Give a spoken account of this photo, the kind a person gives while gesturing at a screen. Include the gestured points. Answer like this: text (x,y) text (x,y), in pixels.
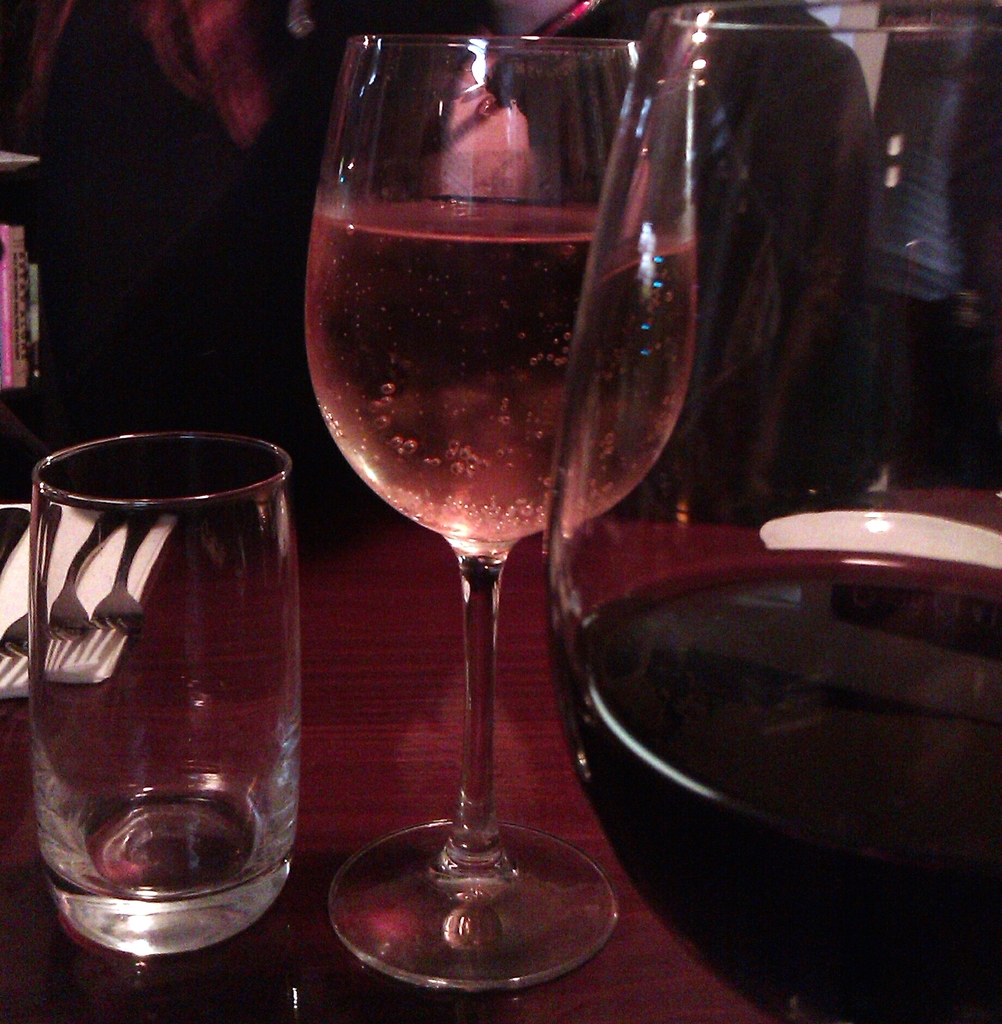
In this image in the foreground (746,461) there are three glasses (395,413) and in the glasses (623,510) there is some drink (470,379), and in the background (226,216) there are some people (187,313) who are standing. At the bottom (335,726) there is one table (530,751).
